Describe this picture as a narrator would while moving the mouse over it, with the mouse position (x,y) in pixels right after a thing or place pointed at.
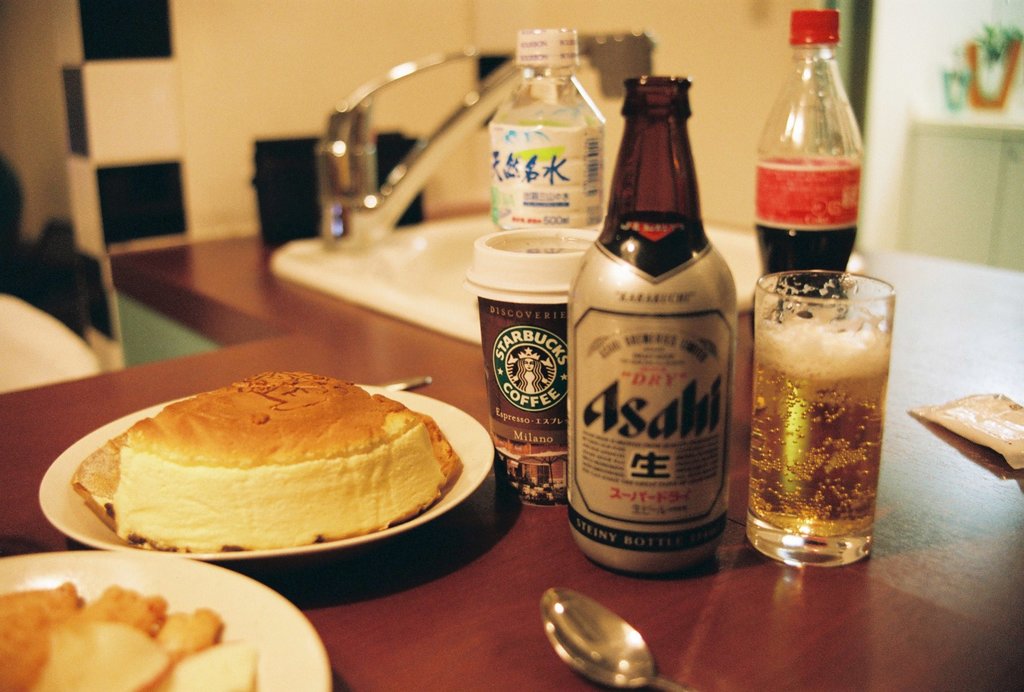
In this picture there is a table (505,570) in the center (366,330), on the table (369,631) there are bottles (614,216), glass (844,388), can (512,365), spoon (610,638), plates (256,599) and some food (321,526). In the background (323,224) there is a sink (306,260). Towards the right corner (921,146) there is a desk (913,125), on the desk (970,117) there are some plants (984,87).
